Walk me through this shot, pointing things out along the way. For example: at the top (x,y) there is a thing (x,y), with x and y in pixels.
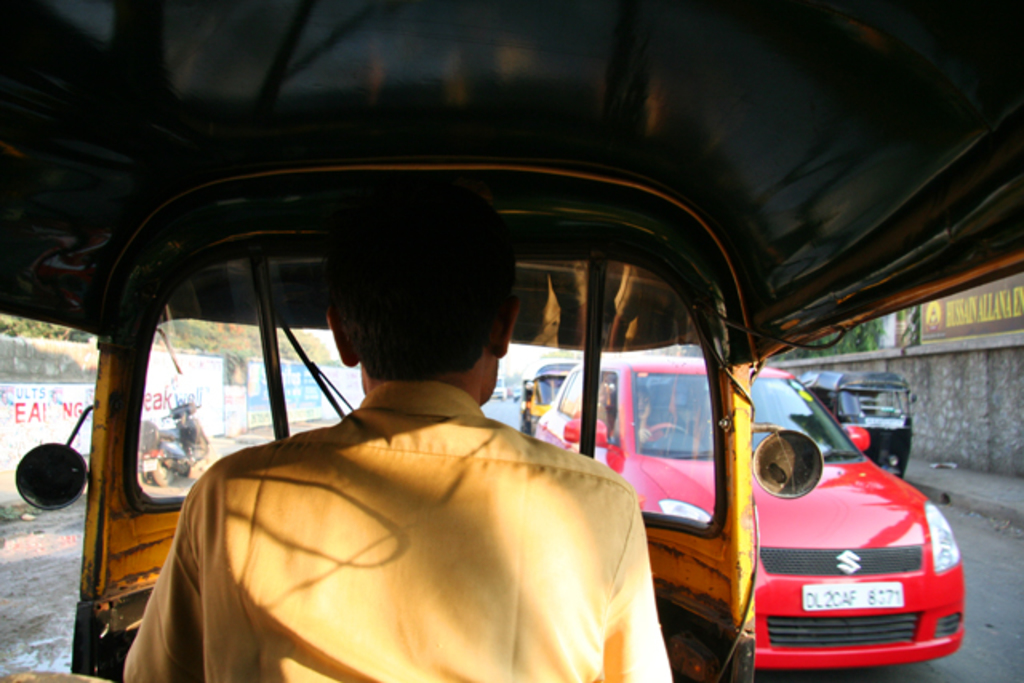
The picture is taken in an auto (215,297). In the foreground (439,528) there is a person (480,600). On the right (866,438) there are autos (851,405) and a car (890,524). On the left (167,448) there is a motorbike (153,428) and there are trees (243,351) and a wall (236,406). In the center of the background (536,397) there are vehicles (549,387). On the right (1005,307) there are trees (861,344) and a board (937,324).
